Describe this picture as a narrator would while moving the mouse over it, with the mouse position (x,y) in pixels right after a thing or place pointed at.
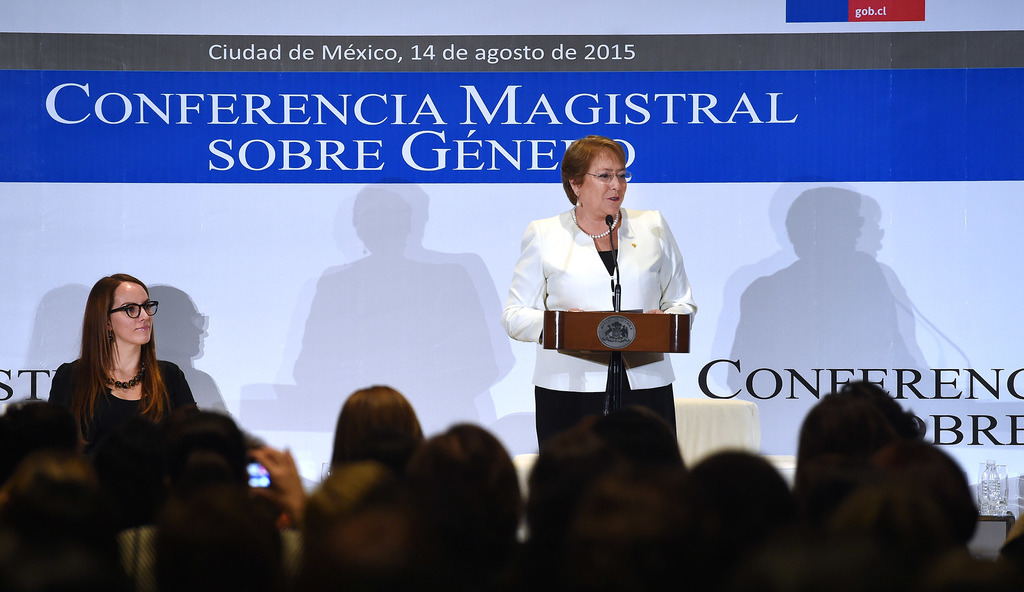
In the foreground of the picture (614,547) we can see the heads (436,510) of audience (823,486). In the center of the picture (591,212) it is stage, on the stage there are chairs (695,412), podium (564,340), mic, a woman (114,359) sitting and a woman (603,239) in white dress (628,301) standing and talking. In the background (399,105) there is a banner (845,287). On the right (984,474) there are bottle (990,484) and glass (982,499).
